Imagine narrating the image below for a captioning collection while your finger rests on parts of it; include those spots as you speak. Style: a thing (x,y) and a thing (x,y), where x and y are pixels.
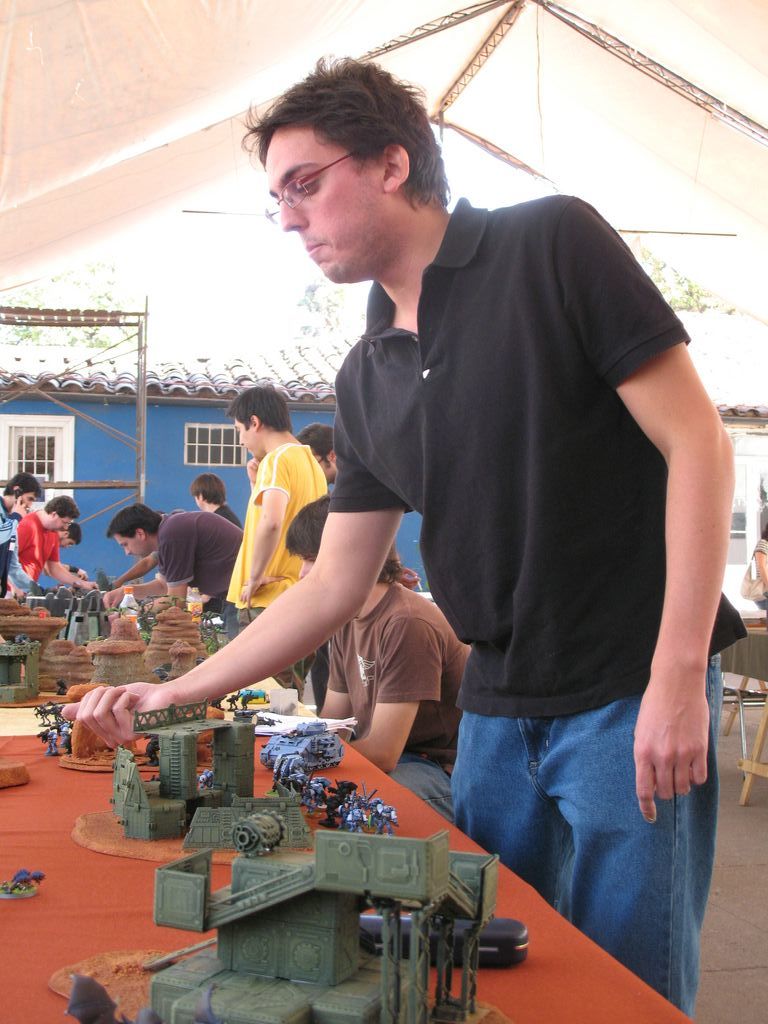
In the center of the image (457,515) we can see one person (558,577) standing and holding some object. In front of him, there is a table (135,859). On the table (167,847), we can see toys (361,984), tools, one box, orange carpet (259,768) and a few other objects (191,916). In the background (16,419) there is a wall (162,407), roof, windows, poles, tables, tablecloths (753,655), pots (116,626), containers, one backpack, few people (267,588) are standing and a few other objects (79,611).
